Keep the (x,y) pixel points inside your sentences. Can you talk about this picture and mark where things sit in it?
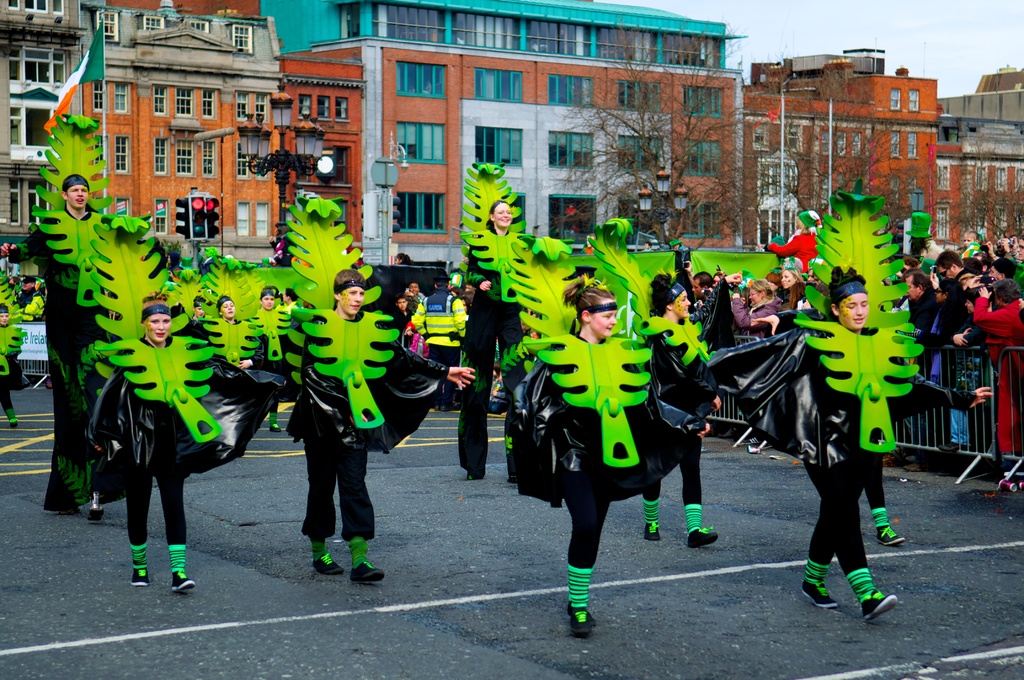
In this image, there are some persons (485,413) wearing fancy dresses (159,399) and walking on the road (291,610). There is a crowd (995,267) in front of the barricade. In the background of the image (514,64), there are some buildings (776,88) and trees (655,189).
